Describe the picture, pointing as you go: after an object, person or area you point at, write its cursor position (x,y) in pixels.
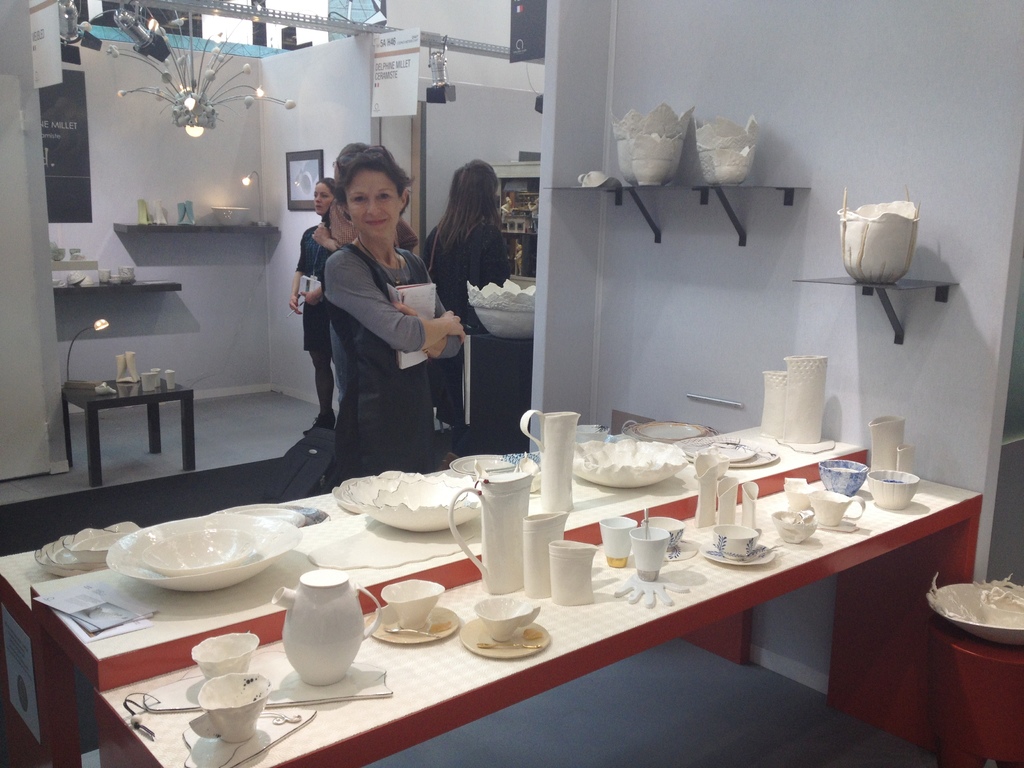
In this image i can see group of people (315,242) standing and i can see a table (651,504) on which there are many ceramic objects (300,610). In the background (866,88) i can see a wall (823,100), a frame (314,162), a table (90,399) and a chandelier (178,110).
